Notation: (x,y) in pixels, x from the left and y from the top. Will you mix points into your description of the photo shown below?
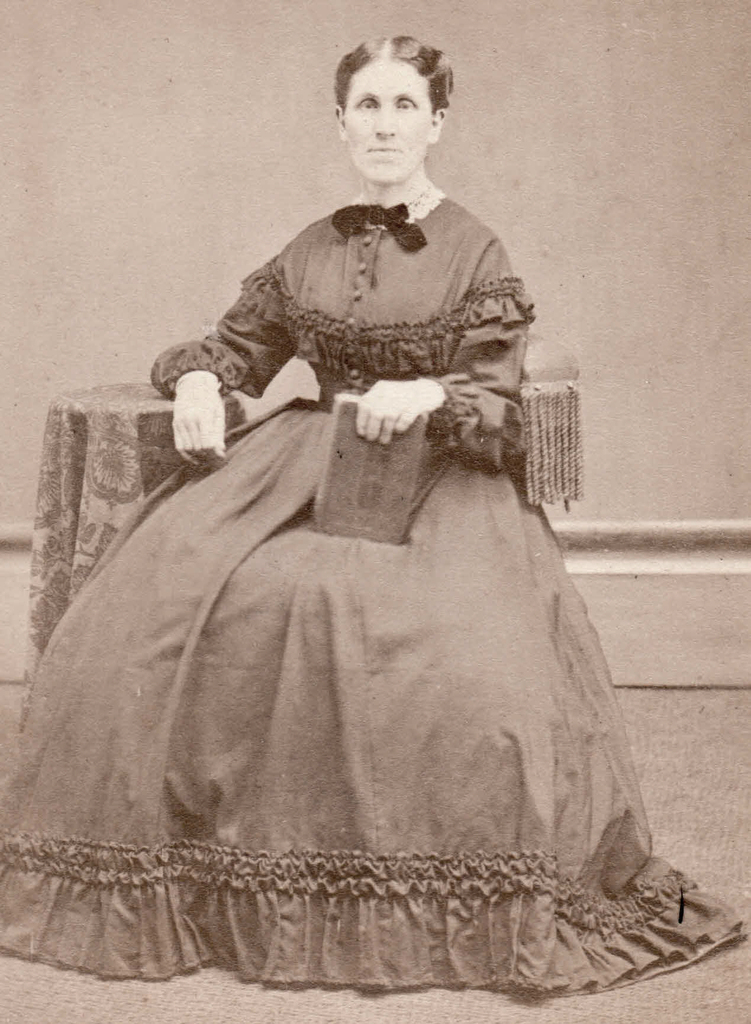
In this image in the front (384,533) there is a woman (444,530) sitting and holding an object (362,495) in her hand (378,416). In the background (592,162) there is a wall (555,154).
